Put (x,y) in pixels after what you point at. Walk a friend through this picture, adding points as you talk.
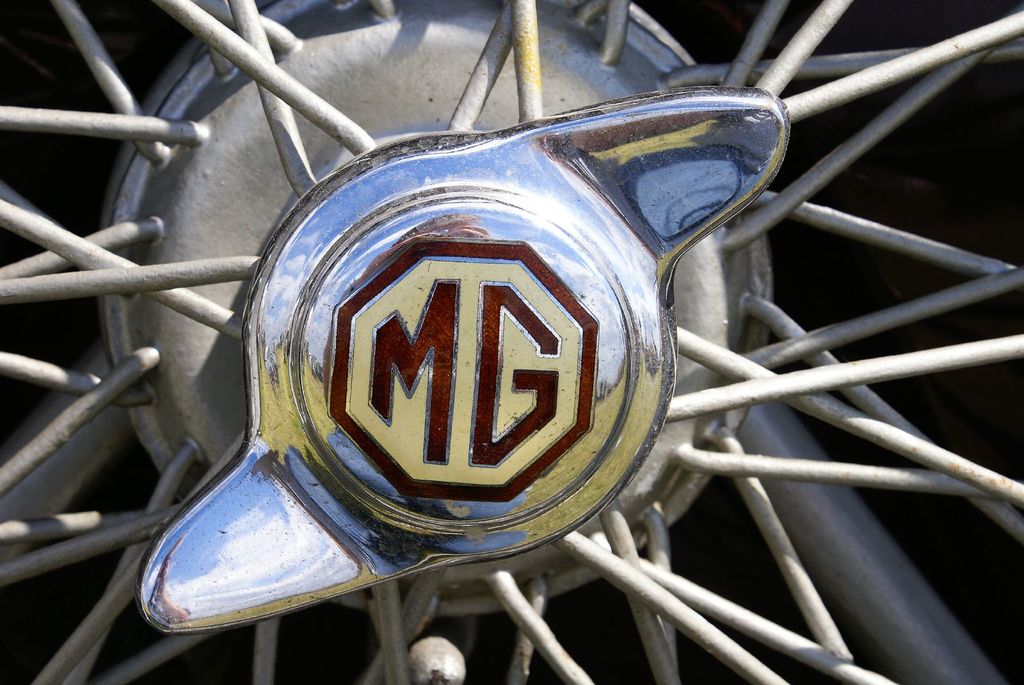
In the image in the center (648,428) we can see one wheel (595,375). On the wheel (596,375), it is written as "MG".
